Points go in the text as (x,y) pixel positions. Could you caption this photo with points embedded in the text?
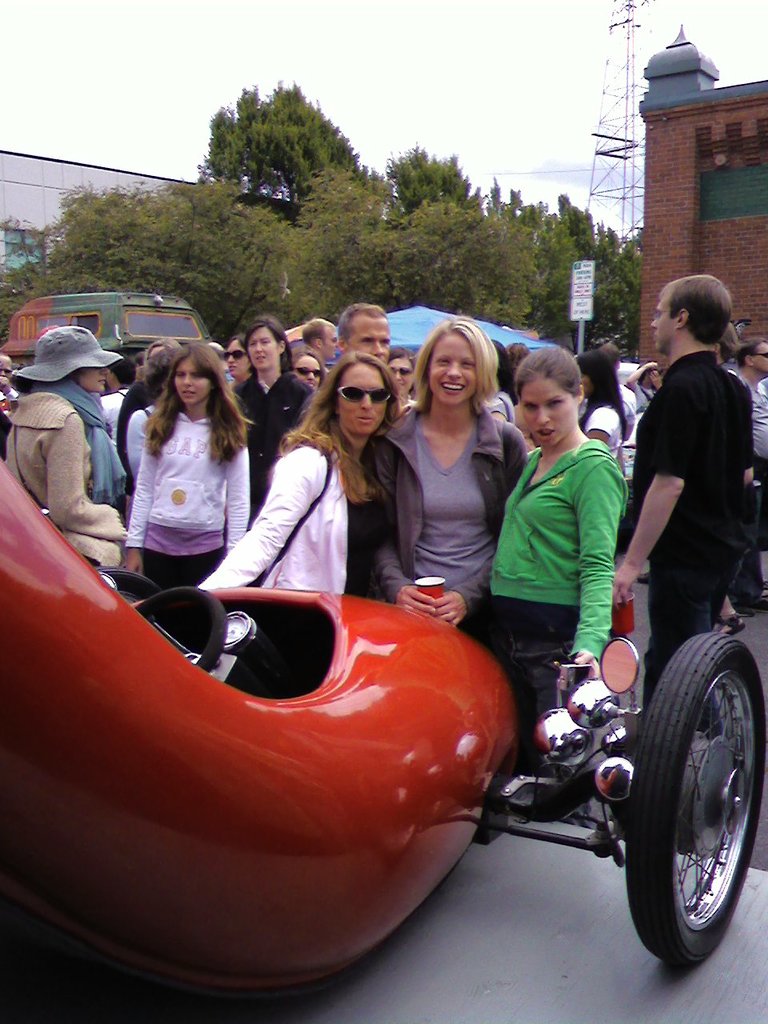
In the image I can see a group of people (432,508) are standing on the road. In the background (348,284) I can see vehicles (146,336), trees (351,293), buildings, a tower (609,236), the sky (570,129) and some other objects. Here I can see a red color vehicle (244,758) on the road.
